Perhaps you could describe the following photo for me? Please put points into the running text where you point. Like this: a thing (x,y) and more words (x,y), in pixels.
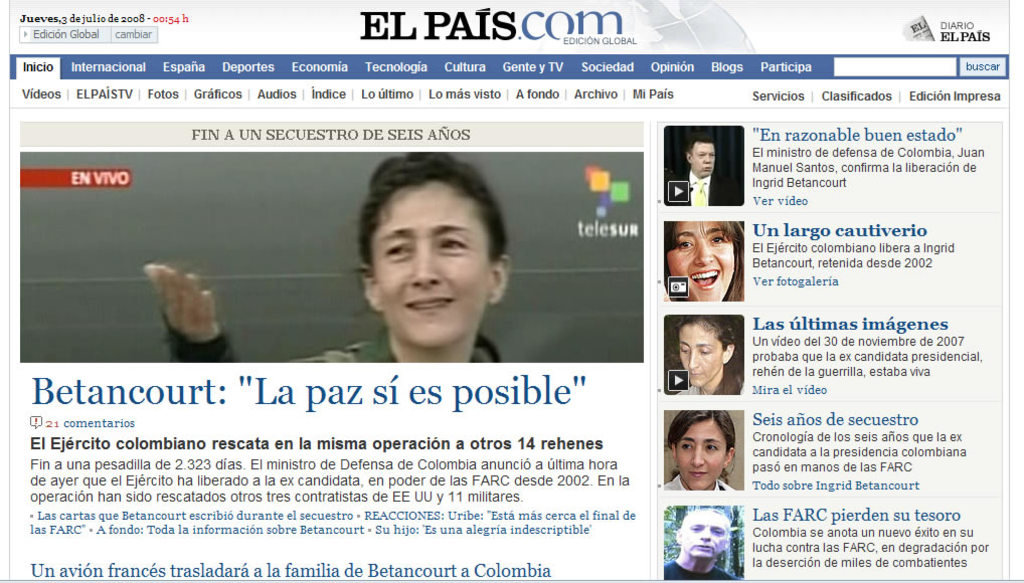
In this image we can see pictures (693,201) of persons (689,483) and something is written on it.
